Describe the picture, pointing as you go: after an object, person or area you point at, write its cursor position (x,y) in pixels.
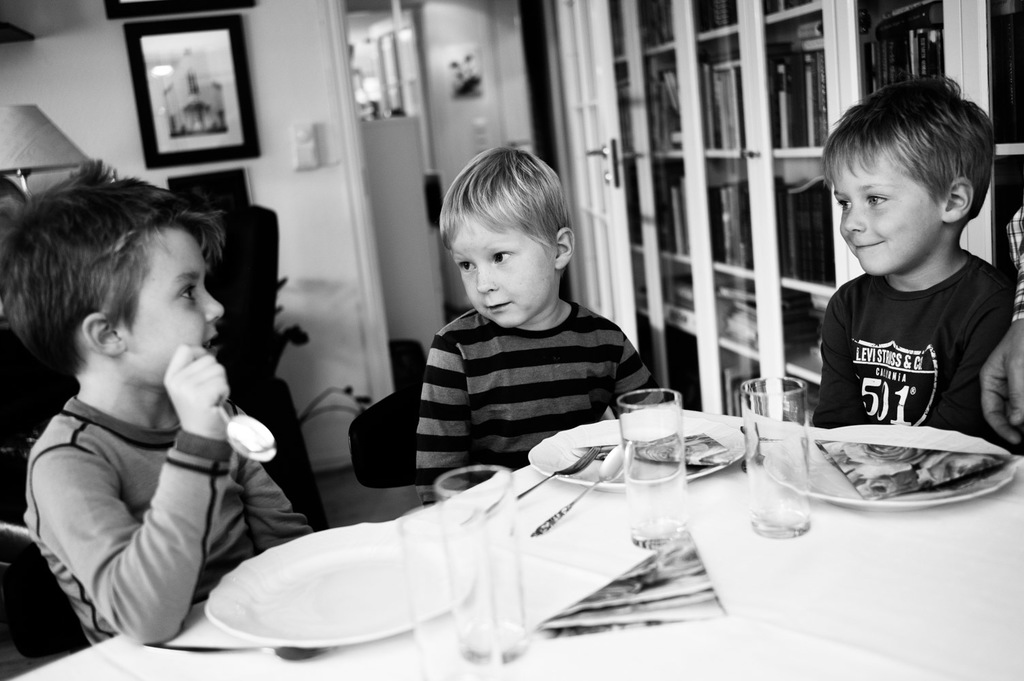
In this image i can see 3 children (175,378) sitting on chairs (48,654) around the dining table (205,659), The child (254,462) on the left side (160,580) is holding a spoon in his hand (201,365). On the table (207,672) i can see few plates (667,458), few papers (891,494), few spoons (599,468) and few glasses (680,467). In the background (671,240) i can see the bookshelf (713,141), the door (612,85), the wall (299,64), the photo frame (221,64) and the lamp (14,170).
